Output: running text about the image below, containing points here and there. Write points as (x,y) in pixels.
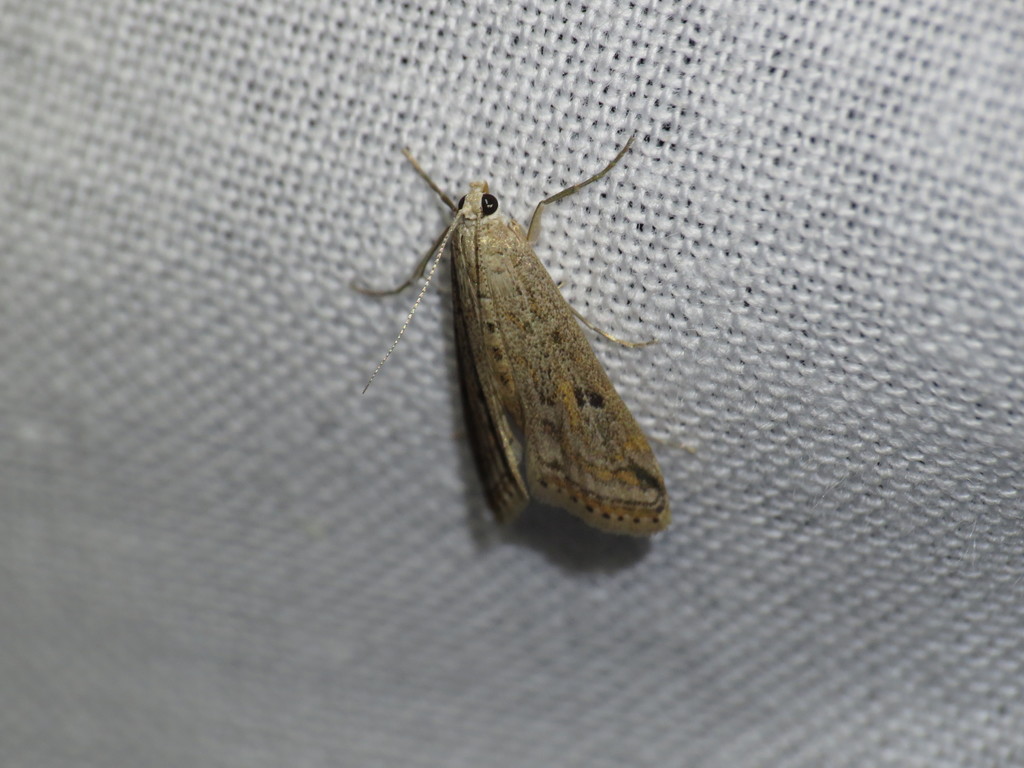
In this picture, we see an insect (550,464). In the background (494,151), it is white in color and it might be a net (732,235).
